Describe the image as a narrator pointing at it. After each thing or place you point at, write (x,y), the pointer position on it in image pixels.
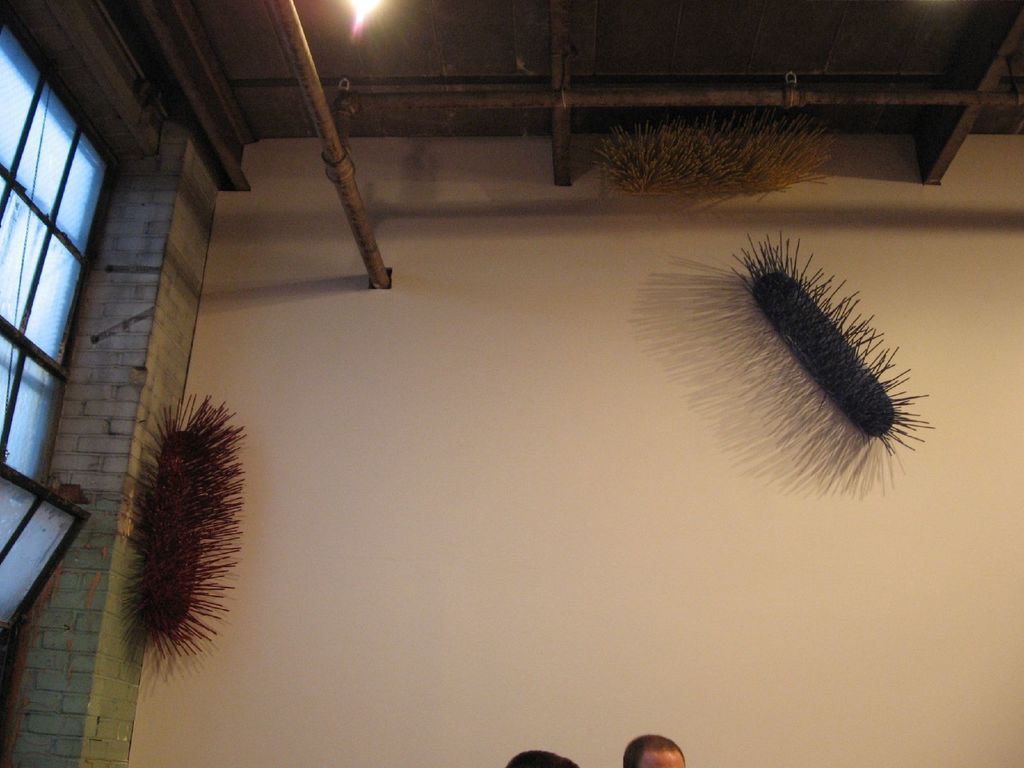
In this picture I can see two persons heads (639,757), we can see some brushes (817,328) to the wall (772,354) and light (374,10) to the roof (311,27), left side of the image (48,316) we can see glass window (48,316) to the wall (131,350).
